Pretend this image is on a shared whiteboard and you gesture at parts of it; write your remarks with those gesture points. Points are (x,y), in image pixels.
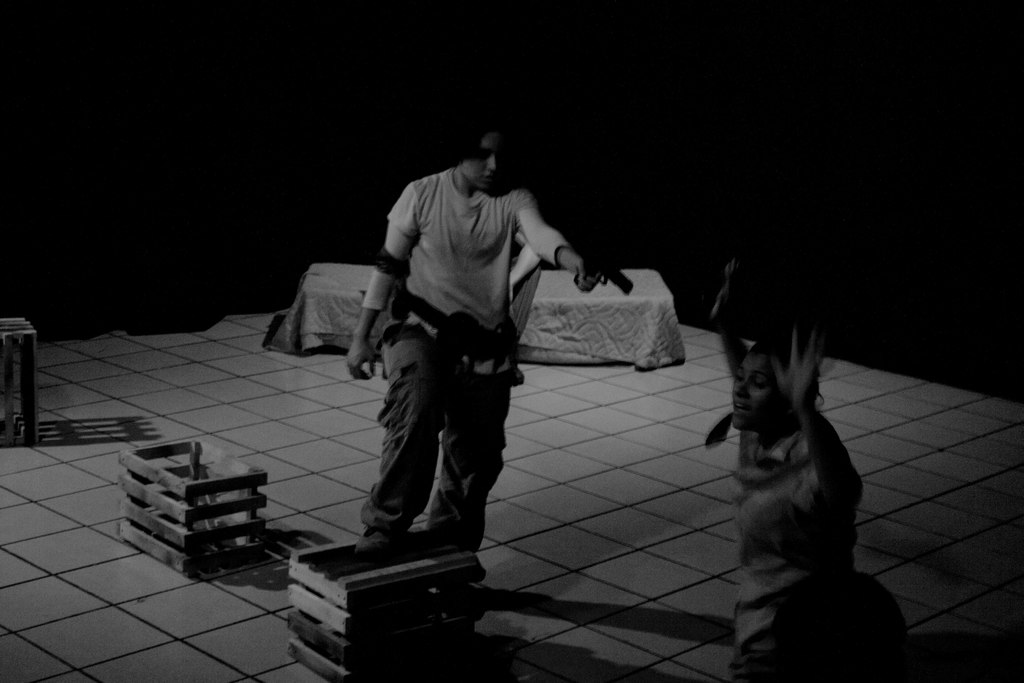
In this image I can see two people (508,332) and one person (498,300) is holding the gun (621,284). Back I can see the bed (549,294) and few wooden boxes (362,590) on the floor (607,446). The image is in black and white.
